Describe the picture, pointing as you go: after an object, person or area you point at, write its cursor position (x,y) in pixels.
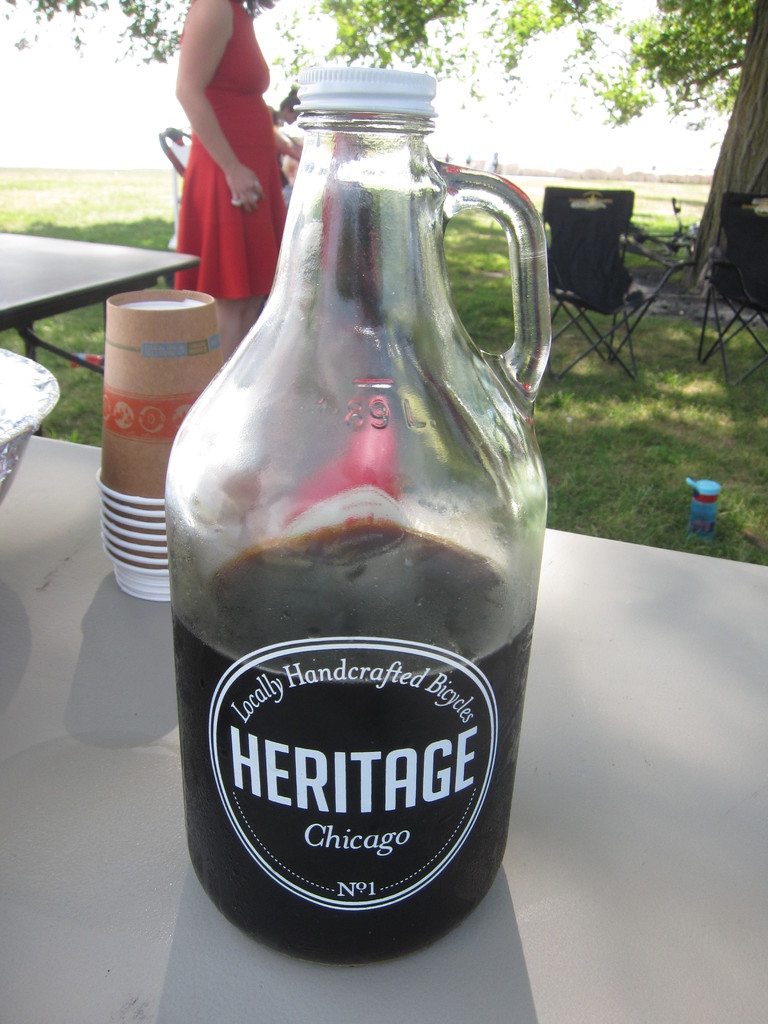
There is a bottle (275,506) and cups (110,517) on the table (173,902). Behind the table (621,580) there is a grassland (622,428). There are some chair (600,341) and tree (721,163) in the background (743,156). A lady (260,121) wearing a red dress (271,207) is standing.
